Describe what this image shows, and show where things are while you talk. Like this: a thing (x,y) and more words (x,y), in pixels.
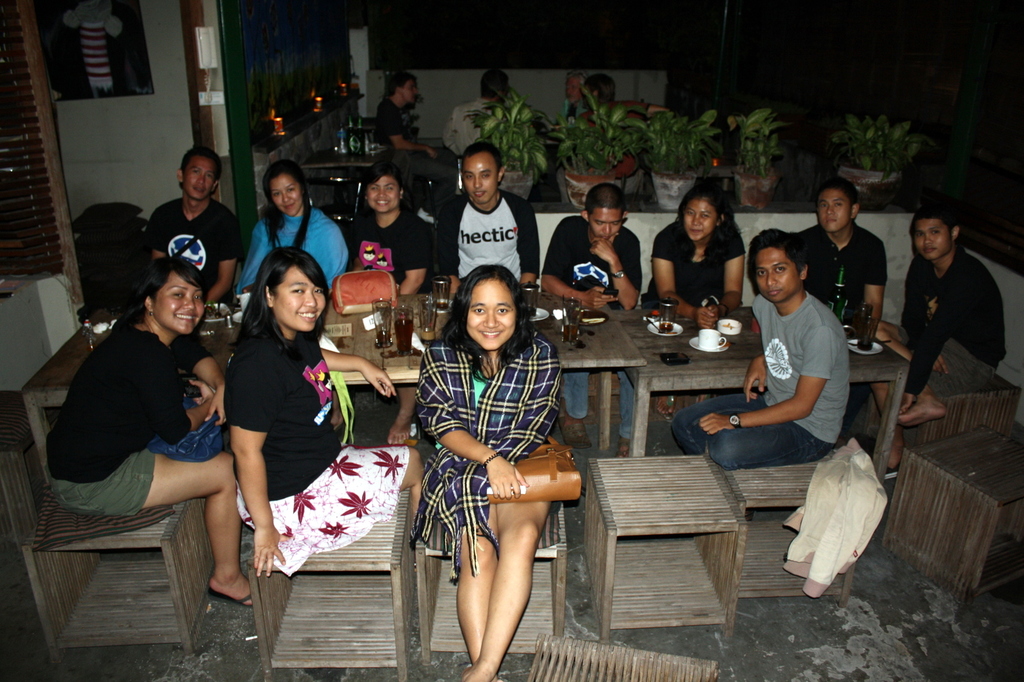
In this image, we can see a group of people (466,283) are sitting. Few people (543,408) are smiling and seeing. Here there are few tables (899,362). So many things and objects (706,351) are placed on it. Background (890,162) we can see plants (592,149) with pots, walls (87,168), poster (80,60), door (13,214), some objects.
